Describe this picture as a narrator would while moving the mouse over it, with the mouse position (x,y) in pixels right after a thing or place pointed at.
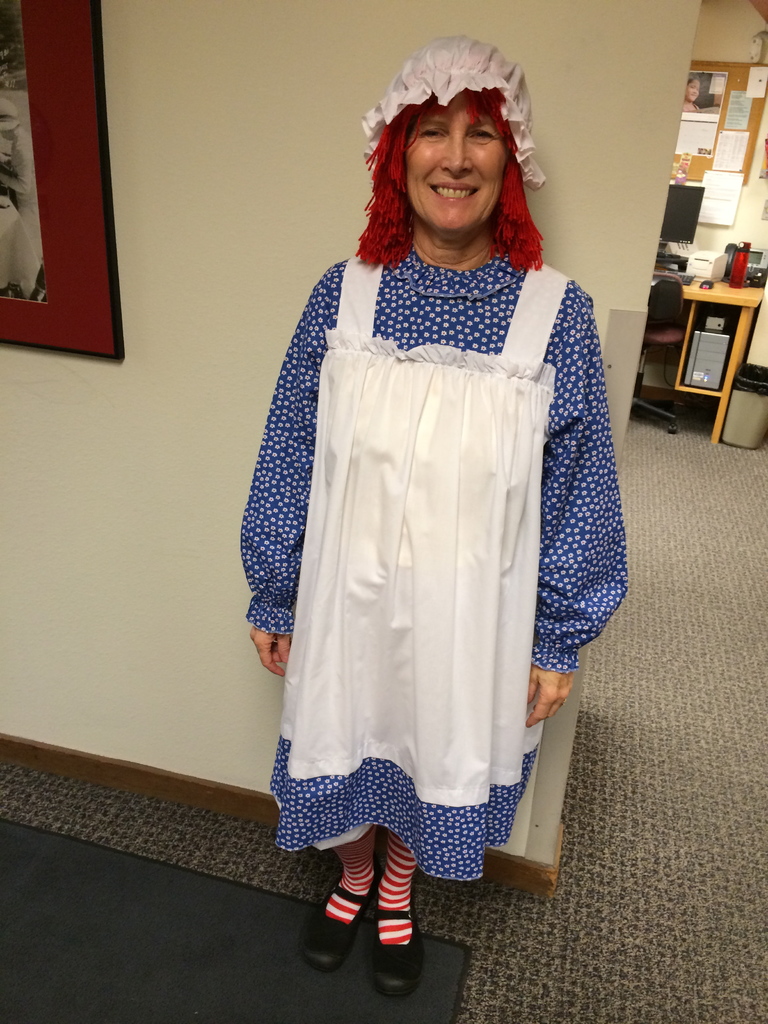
In the center (375,673) we can see one person (344,413) standing and she is smiling. In the background (236,126) there is a wall (239,123), photo frame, table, bottle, monitor (679,229), dustbin (760,379), notice board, chair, carpet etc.
